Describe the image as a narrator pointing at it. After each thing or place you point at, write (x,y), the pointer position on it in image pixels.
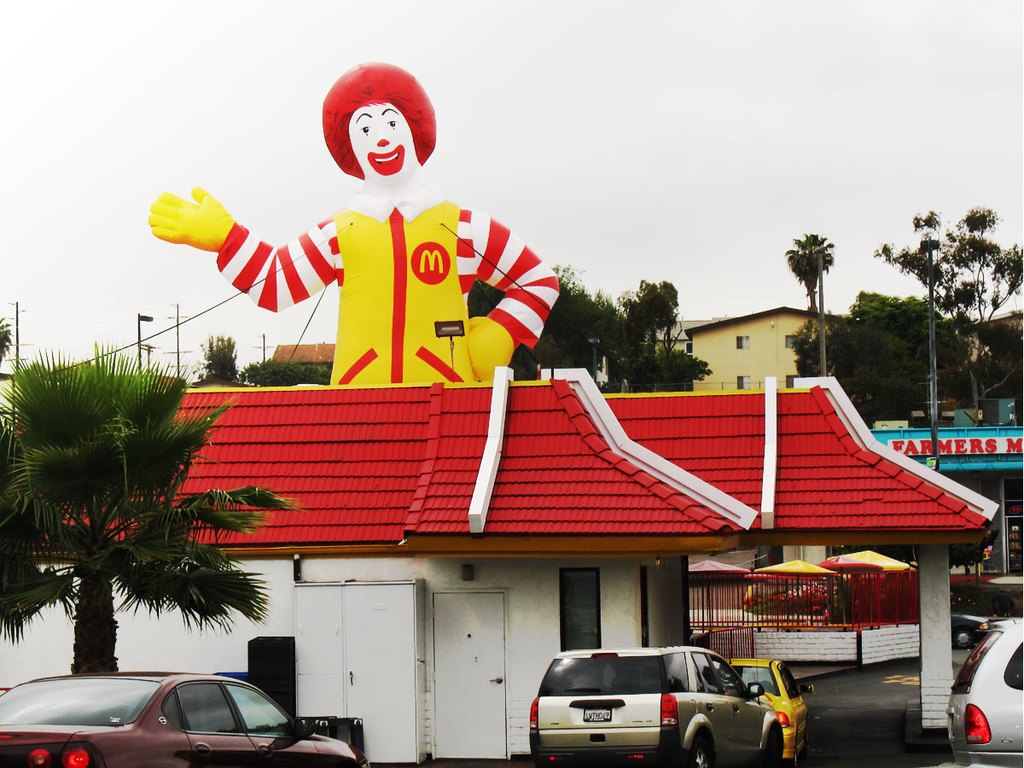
In this image we can see so many houses (604,479), one name plate (940,452) on the blue house (999,430), so many trees (598,331), plants (163,592), one big joker doll (381,229), one white door (478,677), one cupboard (412,746), so many poles (16,337) and wires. There are five cars (195,714) on the road (902,671) and at the top (205,98) there is the sky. Some objects (268,664) are on the surface (1009,590) and some objects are on the wall (670,592).
